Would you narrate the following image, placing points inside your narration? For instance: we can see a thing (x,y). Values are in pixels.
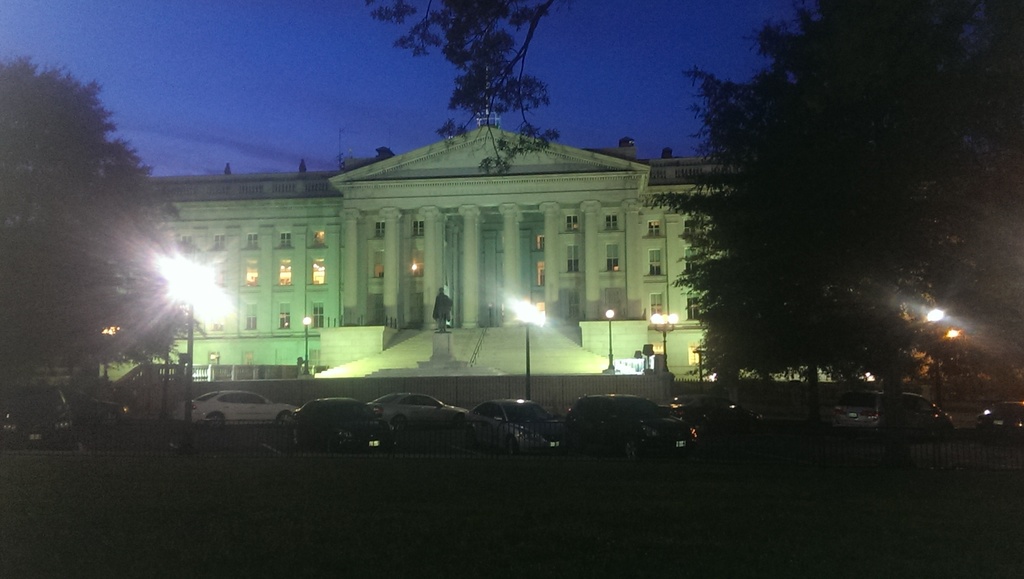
This image is taken outdoors. At the top of the image (253,71) there is the sky (617,58). At the bottom of the image (278,523) there is a ground (346,513). In the middle of the image (677,383) many cars (390,397) are parked on the road (716,444) and there is a railing (436,448). There is a building (264,272) with walls (287,290), windows (316,306), pillars (348,282), doors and a roof (619,167). There are a few stairs (479,328) and there are a few poles (612,351) with street lights (541,317). On the left (61,262) and right sides of the image there are two trees (778,187).
